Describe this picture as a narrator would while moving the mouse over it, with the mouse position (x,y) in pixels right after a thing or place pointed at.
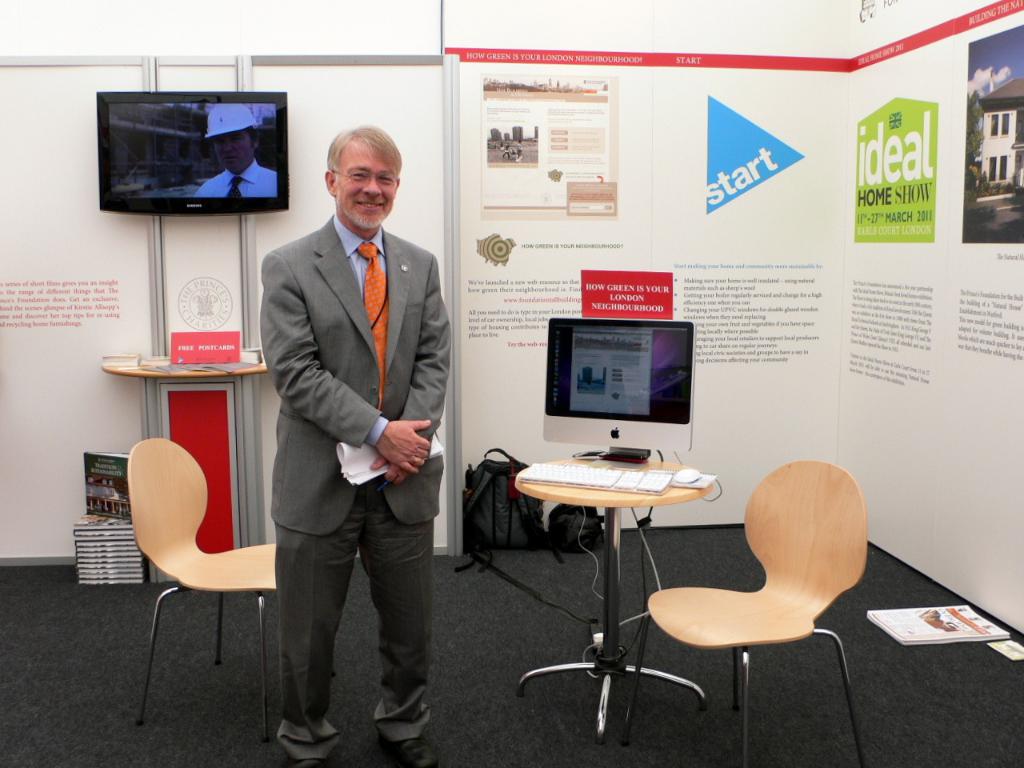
This person (371,490) standing and smiling and holding papers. We can see chairs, table (573,500), bags (488,510), books (951,624) on the floor (446,683), on the table (583,490) there are monitor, keyboard (618,478), mouse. On the background (304,67) we can see wall (48,240), posters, television (239,171), objects (198,359) on the table (189,393).
